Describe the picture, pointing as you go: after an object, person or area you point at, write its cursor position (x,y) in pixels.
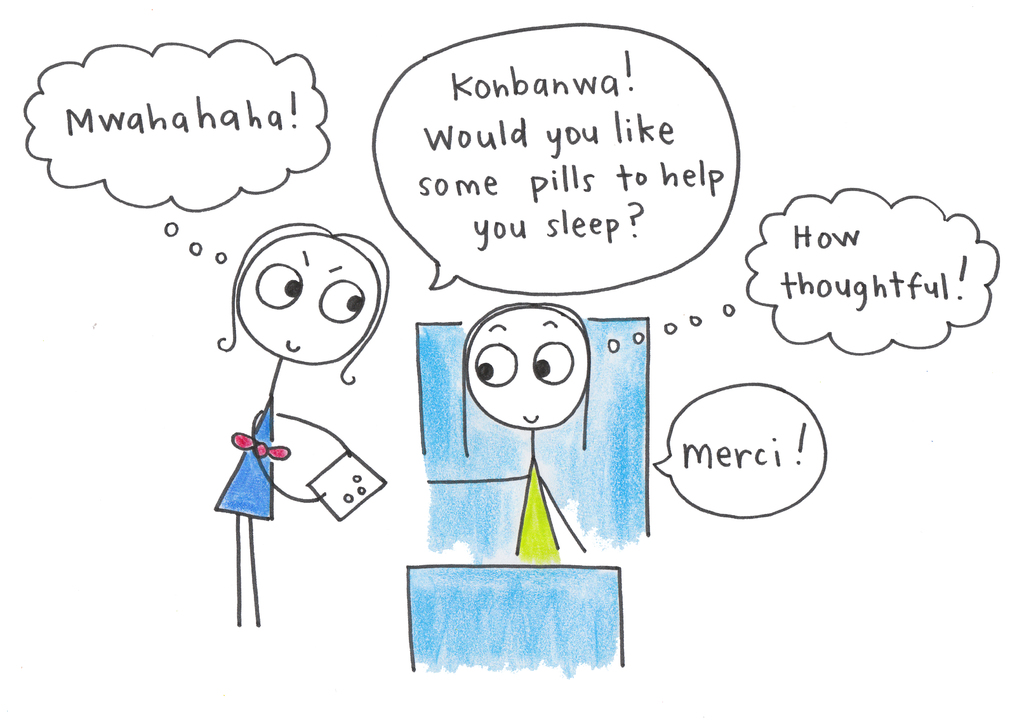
This is a sketch. In this image there is a person (255,501) standing and holding the object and there is a person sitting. At the top (638,122) there is text (638,122). At the back (793,402) there is a white background (663,537).
